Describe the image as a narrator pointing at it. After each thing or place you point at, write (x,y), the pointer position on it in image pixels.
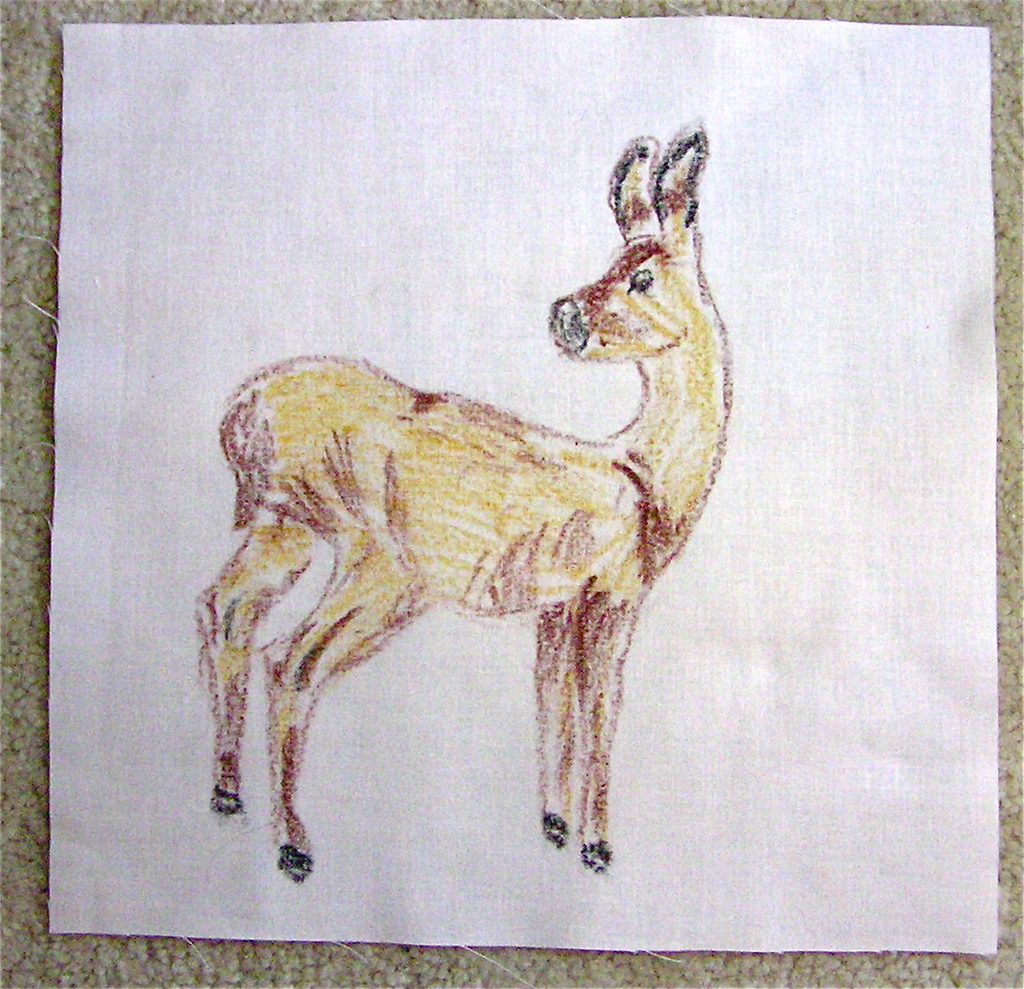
In this image I can see a paper (328,534) and on it I can see a drawing (688,410) of an animal (590,455). I can see colour of this animal (465,497) is yellow and brown.
